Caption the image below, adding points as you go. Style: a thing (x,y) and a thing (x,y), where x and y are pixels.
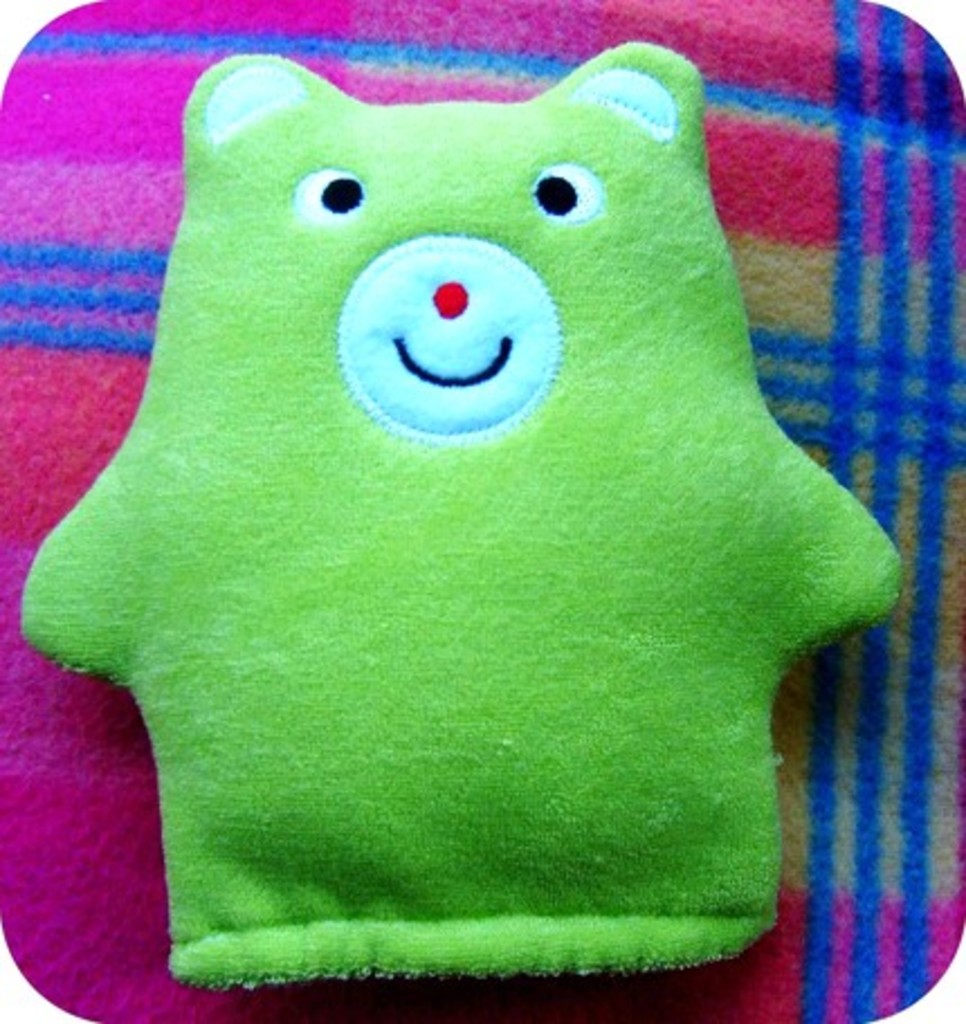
In this picture we can see a toy (307,115) on a multi color cloth (864,662).
